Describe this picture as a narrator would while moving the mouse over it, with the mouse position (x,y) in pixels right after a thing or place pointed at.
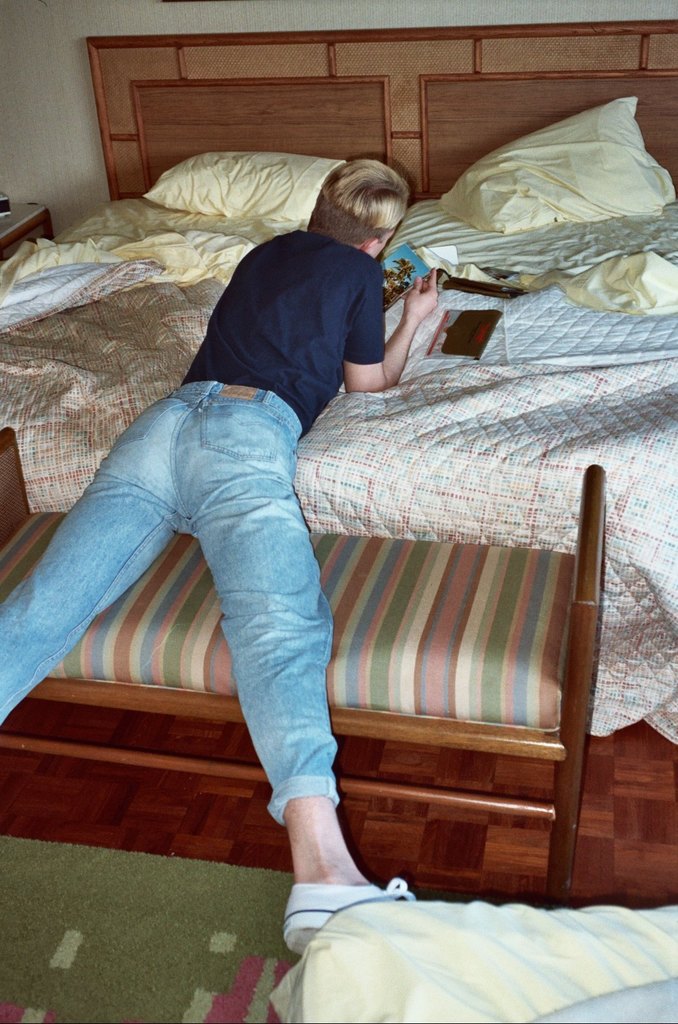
This is a picture taken in a room (50,841), the boy (253,450) in blue t shirt (267,339) was lying on a bed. On the bed (411,416) there are book (453,339), remote control (467,288), pillows (484,215) and bed sheet (529,381). The man (312,399) is wearing a white shoe (294,910). Behind the man (286,364) there is a wall (48,118) and a table (26,222).
